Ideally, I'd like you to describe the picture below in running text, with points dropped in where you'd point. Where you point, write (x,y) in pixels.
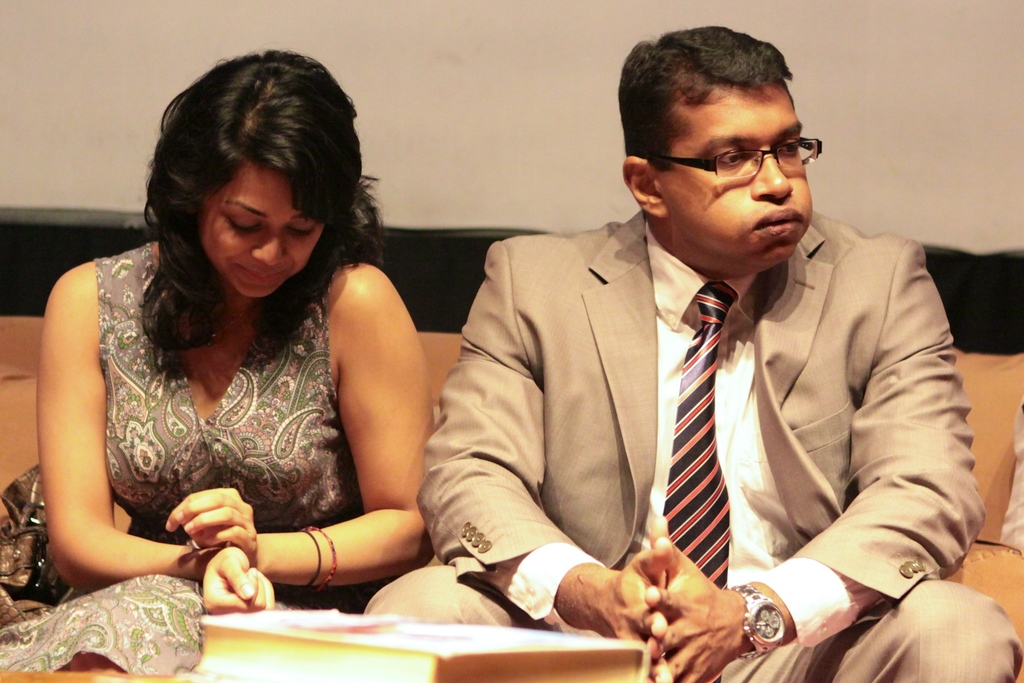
In this image I can see two persons (424,445) sitting, the person (793,451) at right (850,424) is wearing cream color blazer (834,405) and cream color shirt (759,499), and the person (288,450) at left (236,401) is wearing gray color dress (122,418). Background (473,39) the wall (509,139) is in white color.
